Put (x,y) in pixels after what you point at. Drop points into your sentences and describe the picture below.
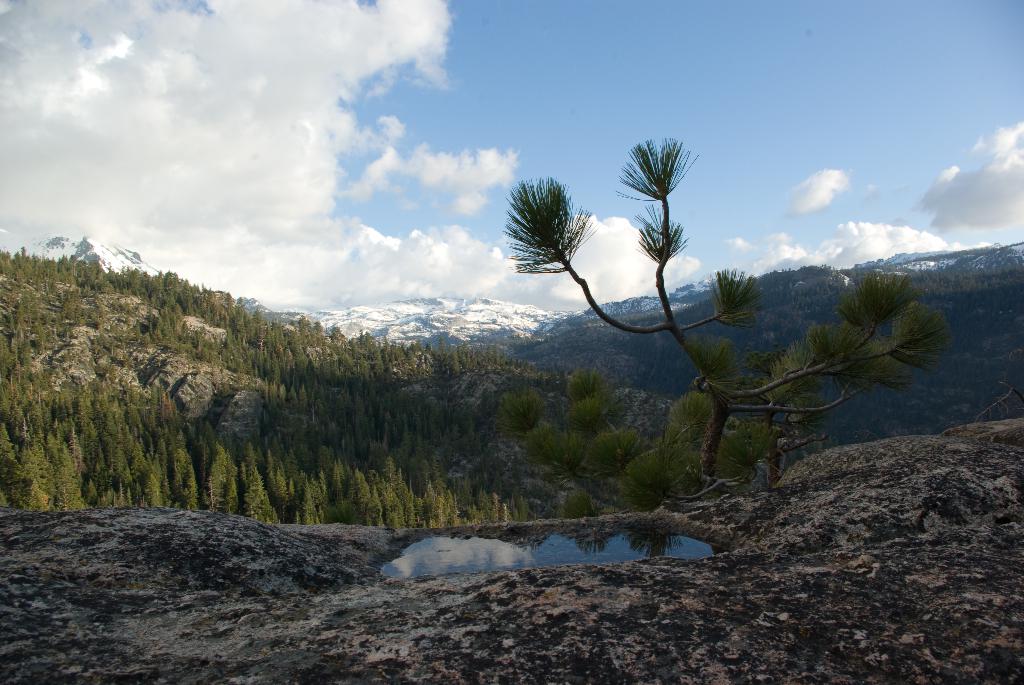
In the picture we can see a rock surface (653,606) on it, we can see water (413,566) and behind it, we can see some trees (320,461) and hill (54,300) which is covered with trees (521,378) and behind it, we can see another hill (277,317) covered with snow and in the background (224,139) we can see the sky (335,139) with clouds (253,109).
